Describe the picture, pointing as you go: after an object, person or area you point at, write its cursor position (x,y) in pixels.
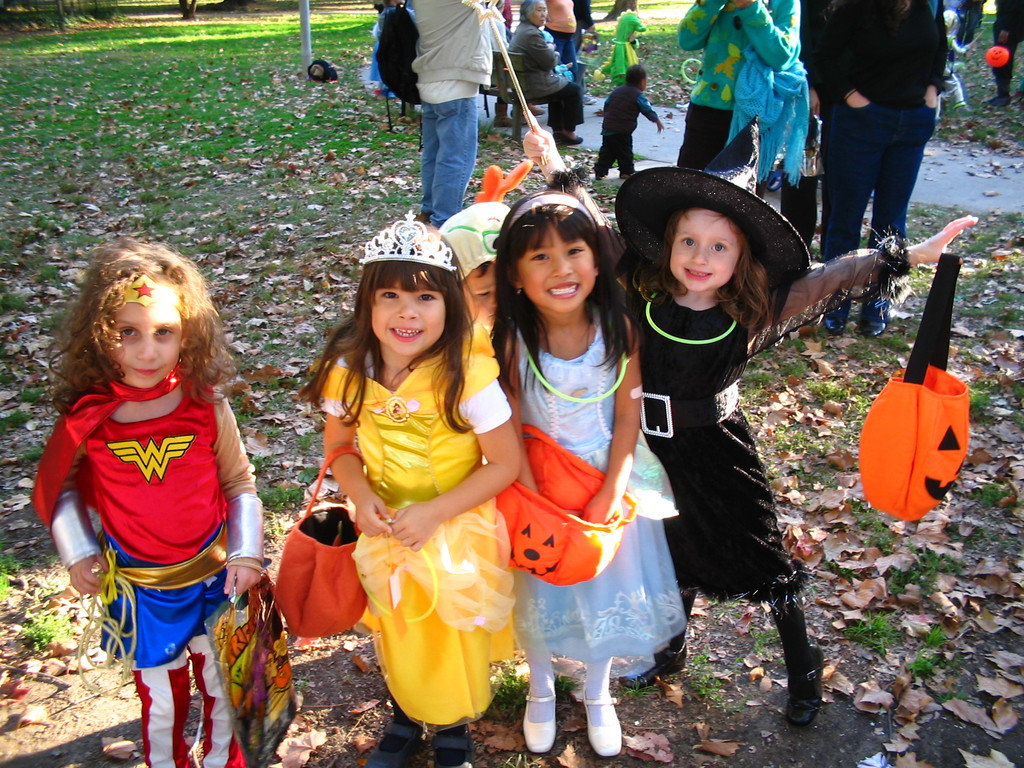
There are five girls (692,459) standing as we can see at the bottom of this image (479,556), and there are some persons (643,94) in the background (436,41).
